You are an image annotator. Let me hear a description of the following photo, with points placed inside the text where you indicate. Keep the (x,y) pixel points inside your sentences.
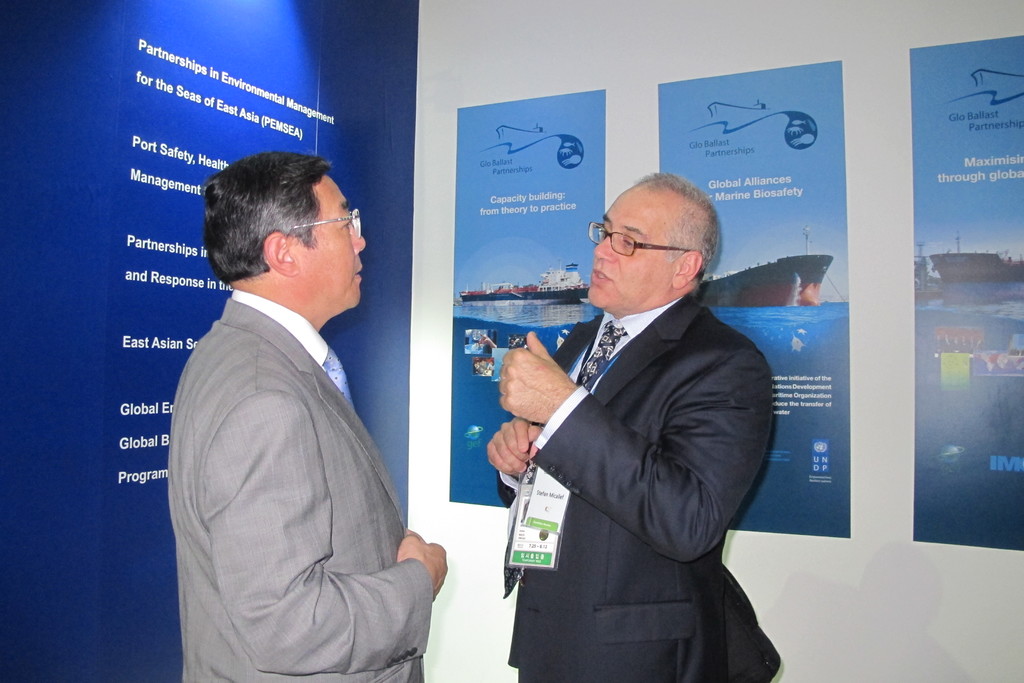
In this picture, we can see two persons (651,508), and we can see the wall (434,213), posters (463,242) with some text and some images (823,366) on it.
